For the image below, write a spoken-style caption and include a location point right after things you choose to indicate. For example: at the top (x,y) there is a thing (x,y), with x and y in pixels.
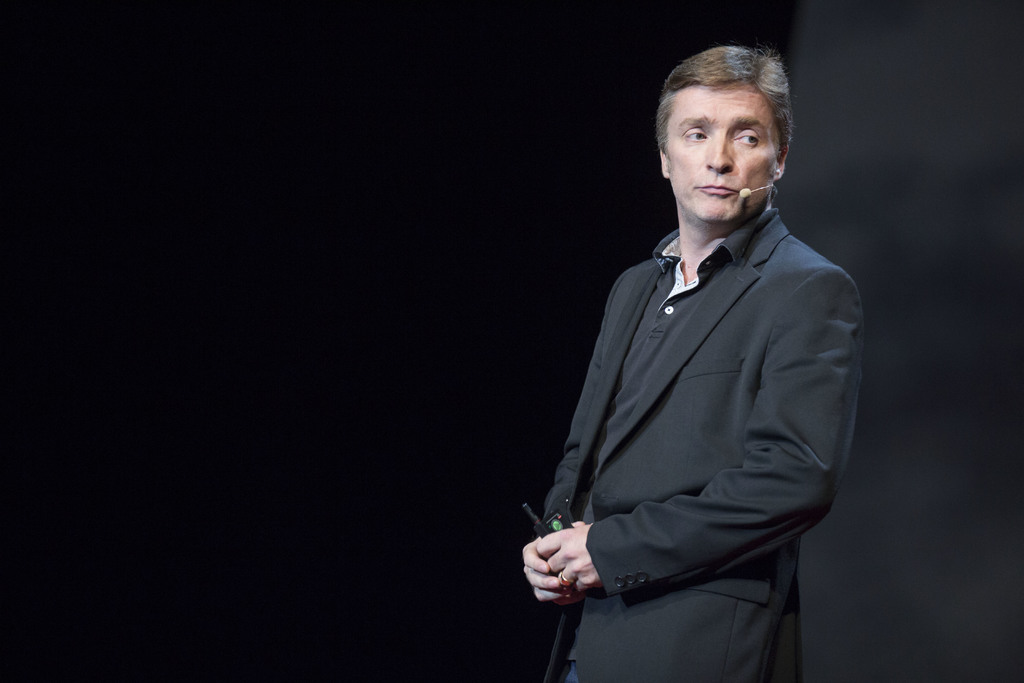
In this image, we can see a person (725,320) wearing a microphone (764,189) and holding black object (555,527). Background (1007,549) we can see the dark view.
